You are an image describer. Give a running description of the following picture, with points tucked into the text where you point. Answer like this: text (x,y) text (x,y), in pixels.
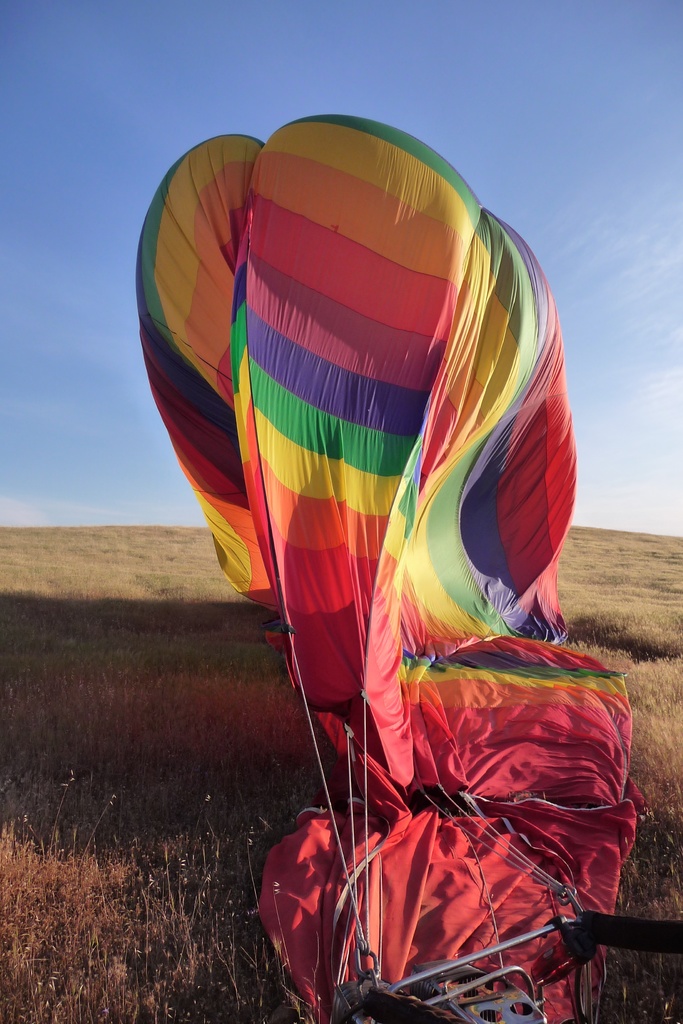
This picture contains a colorful hot air balloon (319,274). At the bottom of the picture (166,881), we see the grass (104,827) and in the background (583,274), we see the sky (554,201) which is blue in color.
